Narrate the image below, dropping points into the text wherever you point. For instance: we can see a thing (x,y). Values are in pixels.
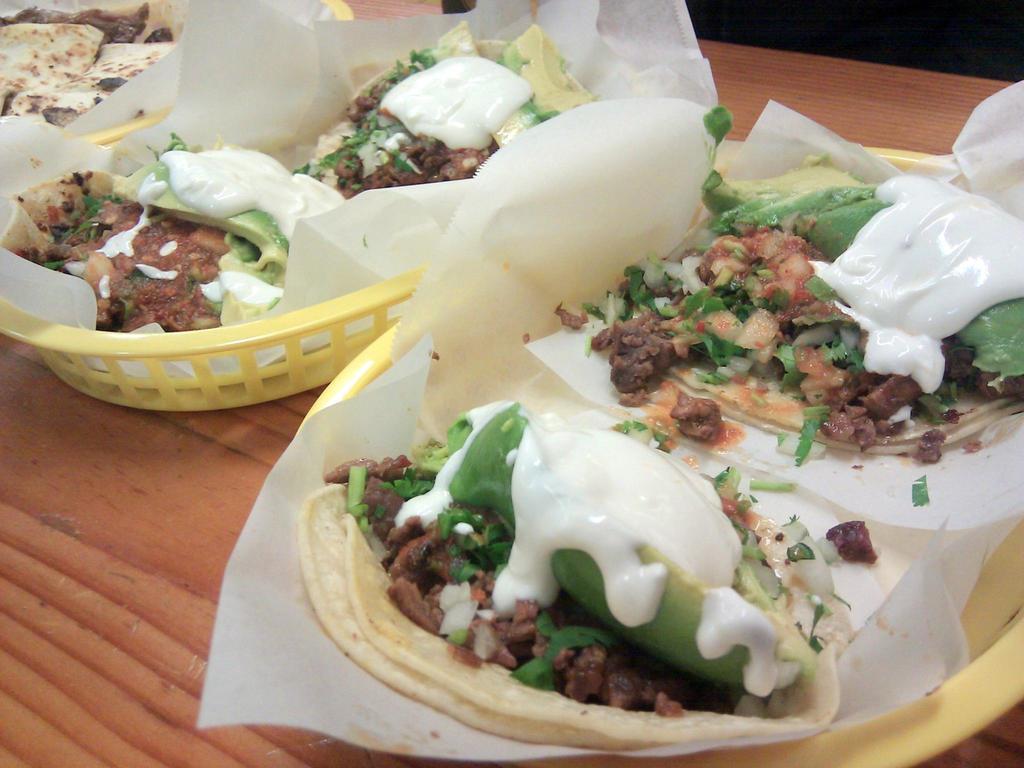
Here we can see food items (421,144) on tissue papers (513,378) on the baskets (349,383) on a platform (86,432).
